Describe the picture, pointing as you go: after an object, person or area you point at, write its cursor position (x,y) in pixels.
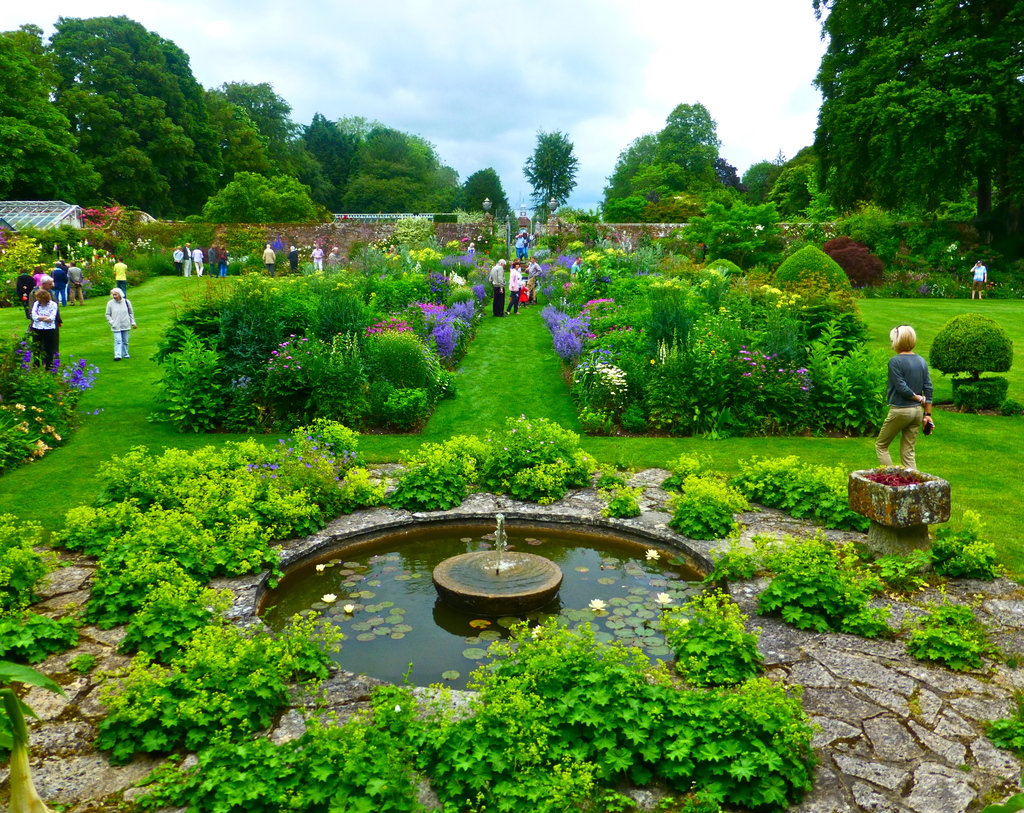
In this image there is a view of a garden (427,349), there is the sky (525,61) towards the top of the image (586,63), there are trees (331,163), there is grass (509,373), there are group of persons (919,381), there are plants (650,668), there are flowers (609,367), there is water (572,564), there are leaves (366,570) and flowers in the water (569,596).
